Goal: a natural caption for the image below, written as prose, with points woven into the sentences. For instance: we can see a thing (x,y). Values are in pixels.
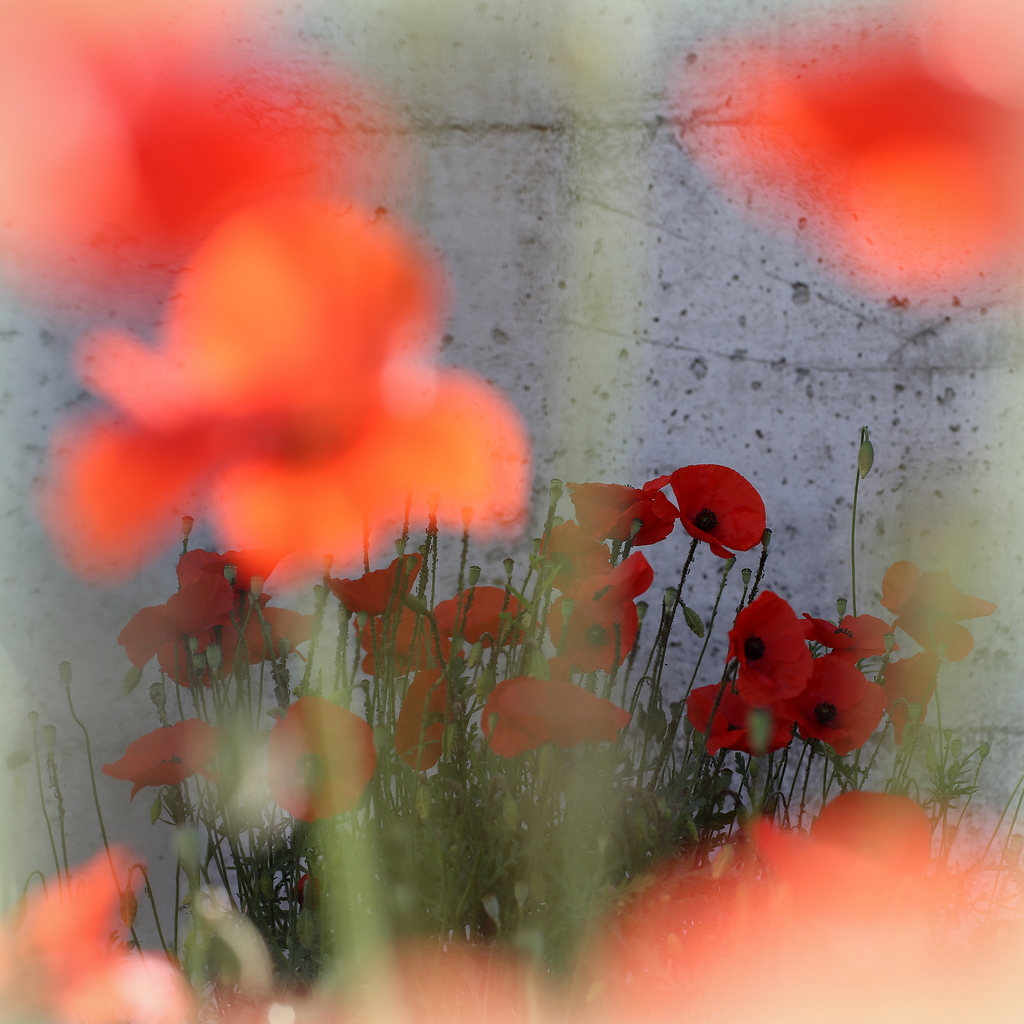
In the picture there are flowers (966,989) presented to the plants (980,766), behind the plants (478,884) there is a wall (468,562).
